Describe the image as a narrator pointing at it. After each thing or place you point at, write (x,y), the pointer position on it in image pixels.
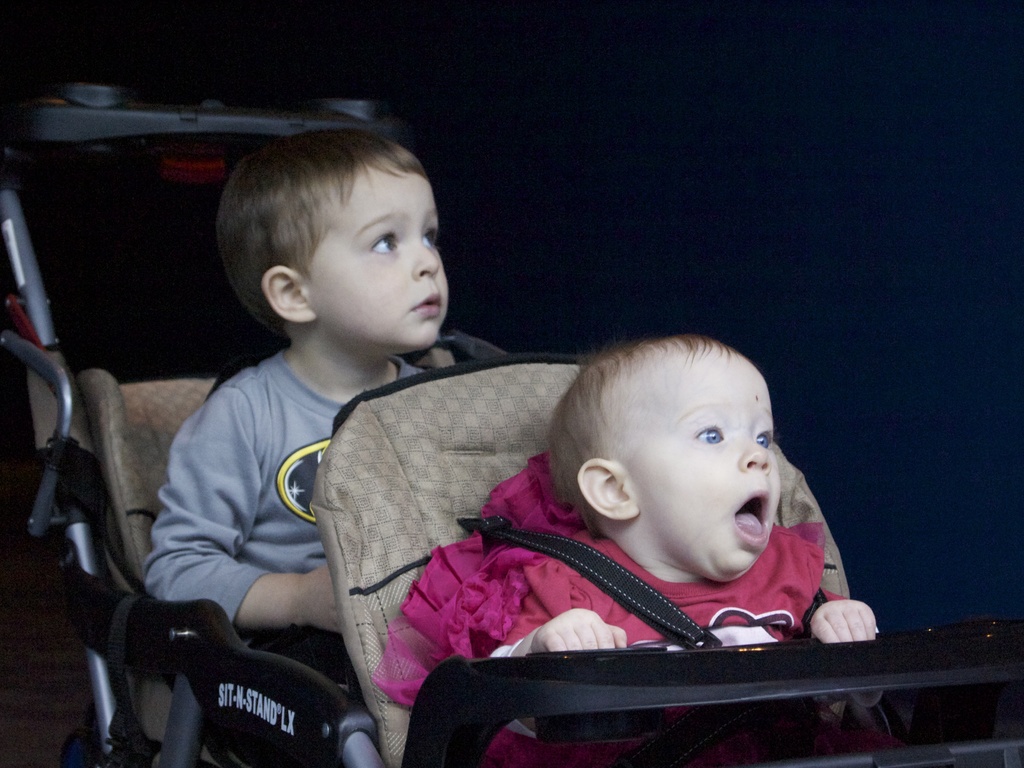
In this picture there are two people (359,380) sitting on the vehicle (397,497). At the back (796,95) it looks like a wall (744,225) and there is text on the vehicle (148,610). At the bottom (19,735) it looks like a floor (20,657).
